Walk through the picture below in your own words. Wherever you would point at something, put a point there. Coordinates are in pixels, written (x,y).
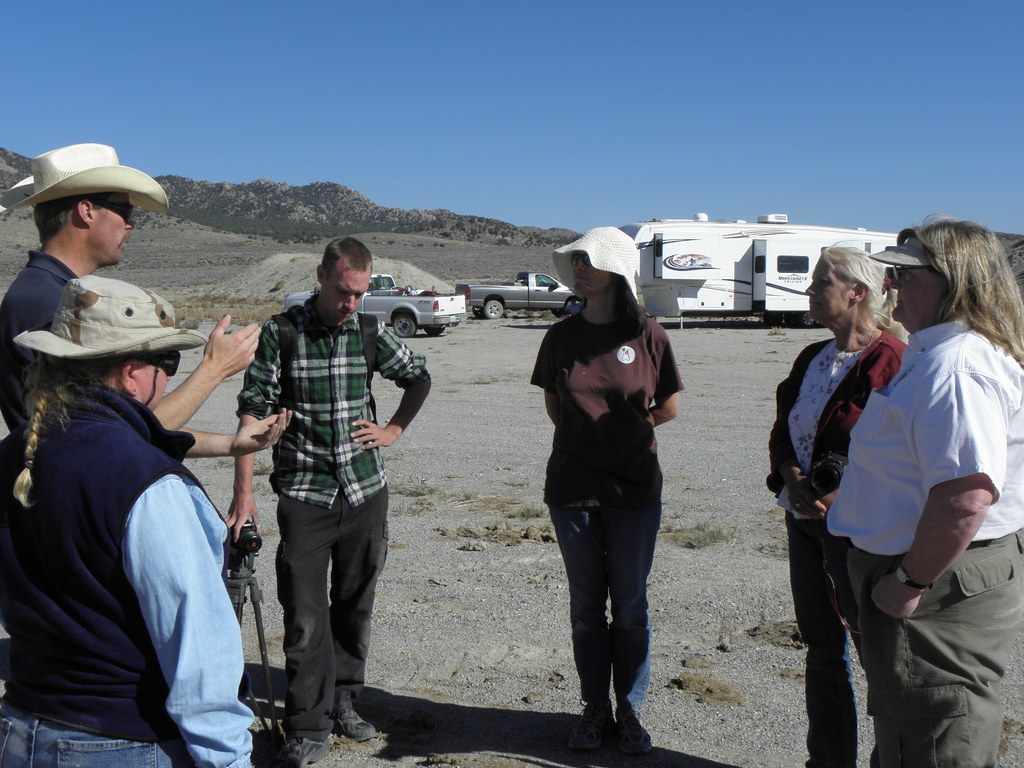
In the image we can see there are many people (306,398) standing, they are wearing clothes (580,618), shoes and some of them are wearing hats (62,179) and goggles (97,204). There are even many vehicles (551,300), there is a video camera (260,541) and stand (263,636). There is even a mountain (244,218) and pale blue sky (554,53).
